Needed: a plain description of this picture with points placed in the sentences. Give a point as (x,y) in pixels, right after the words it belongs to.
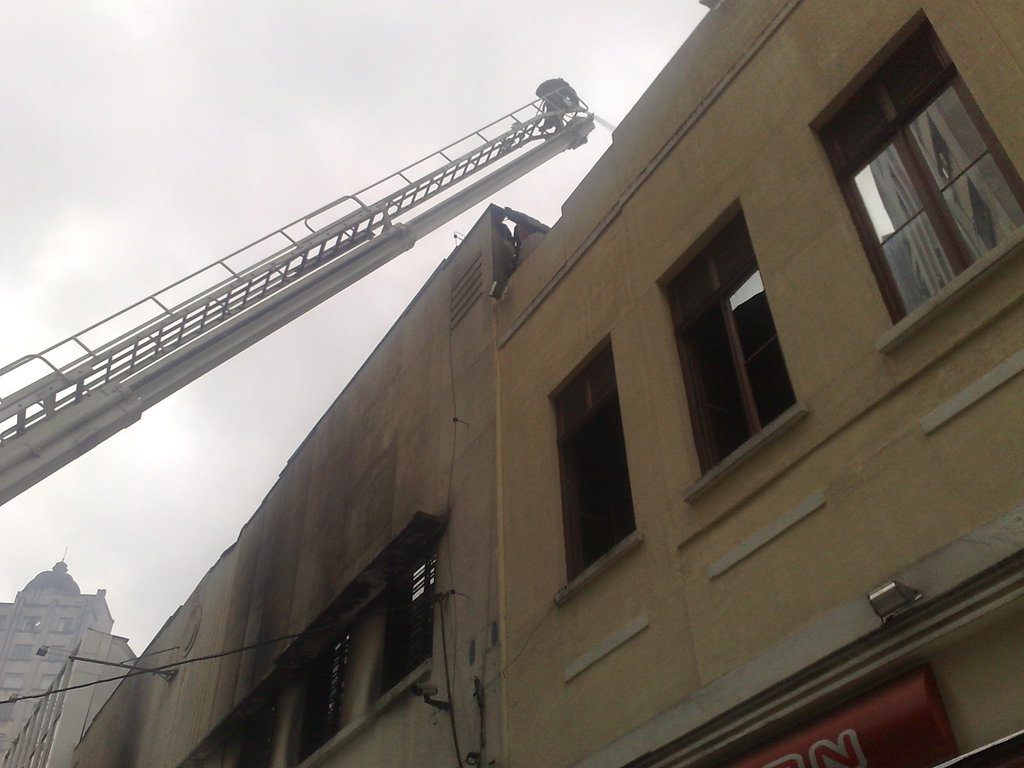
In this picture, we can see buildings (716,531), with windows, and we can see crane (515,172), and the sky (14,515).
